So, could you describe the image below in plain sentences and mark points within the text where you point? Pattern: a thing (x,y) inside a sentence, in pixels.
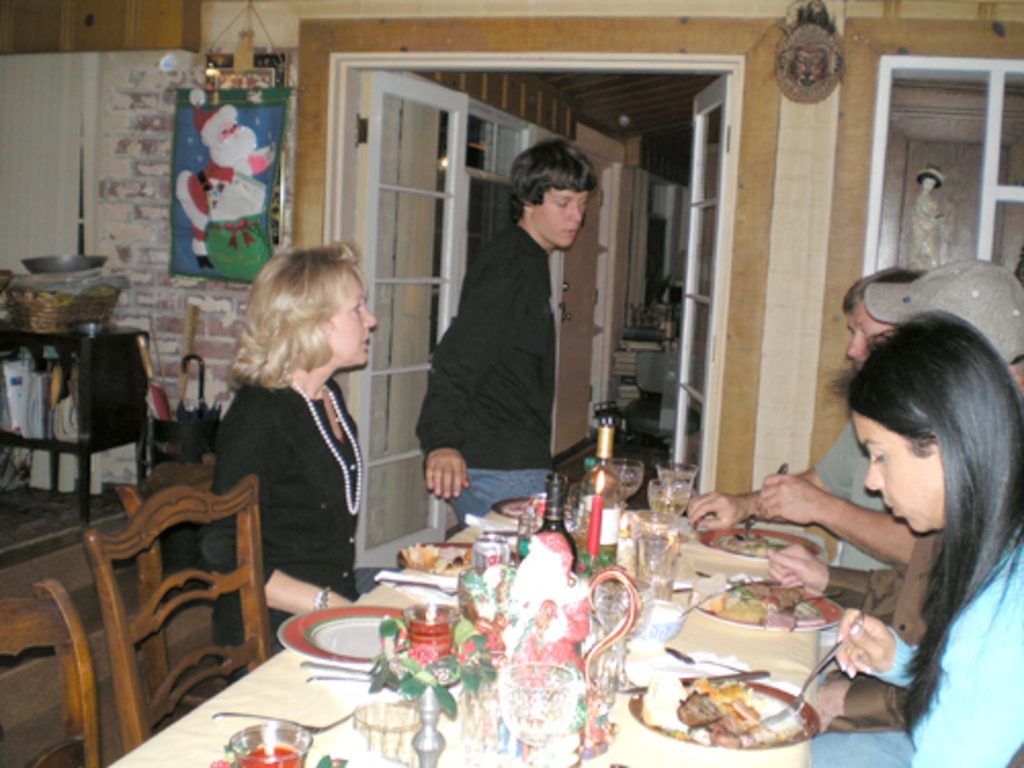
In the image there are persons (929,605) sitting on either side of dining table (210,740) with plates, food (690,716), jug (533,610), candles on it and a person (522,324) in black dress (520,427) standing just beside the table (544,534) and behind there is door (713,263), on the left side (244,107) there is photograph (213,201) of santa claus (225,257) on the wall (176,297).
